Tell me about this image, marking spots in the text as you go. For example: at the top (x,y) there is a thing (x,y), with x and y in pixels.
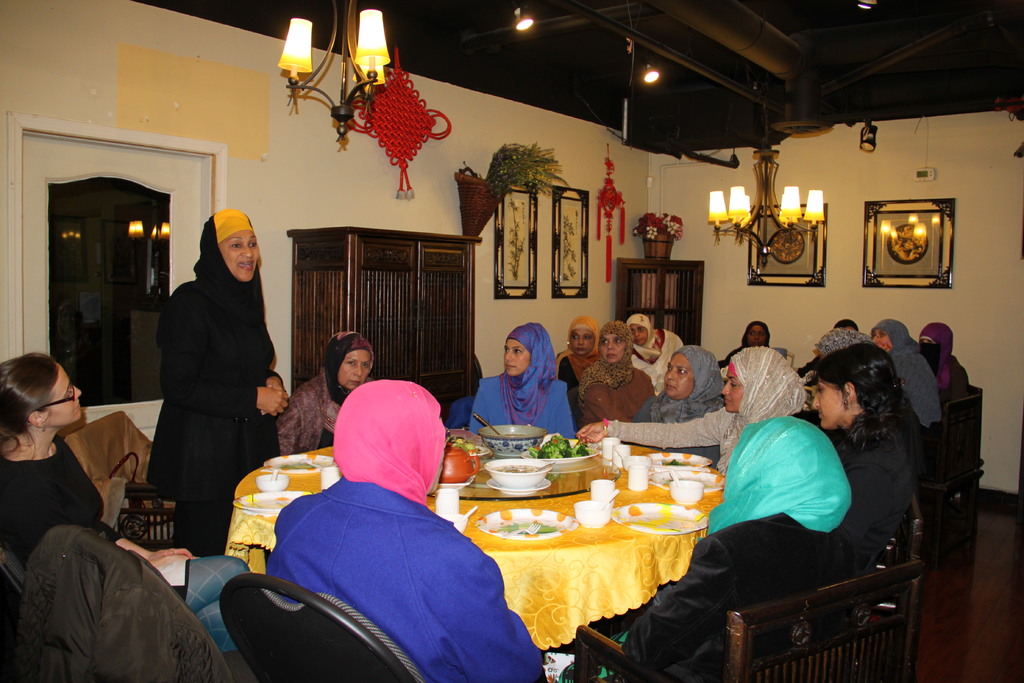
In this picture we can see some persons (721,519) sitting on the chairs (802,607) around the table (582,577). On the table (575,576) there is a yellow colored cloth (587,581), plate (650,518), bowl (598,504), and cups (595,492). This is the floor (975,623). And here we can see a woman (197,555) standing on the floor (975,641) and talking to these people (851,427). And on the background (981,163) there is a wall (990,288) and these are the frames (779,261) on to the wall (593,253). This is cupboard (428,260). And these are the lights (347,2).
